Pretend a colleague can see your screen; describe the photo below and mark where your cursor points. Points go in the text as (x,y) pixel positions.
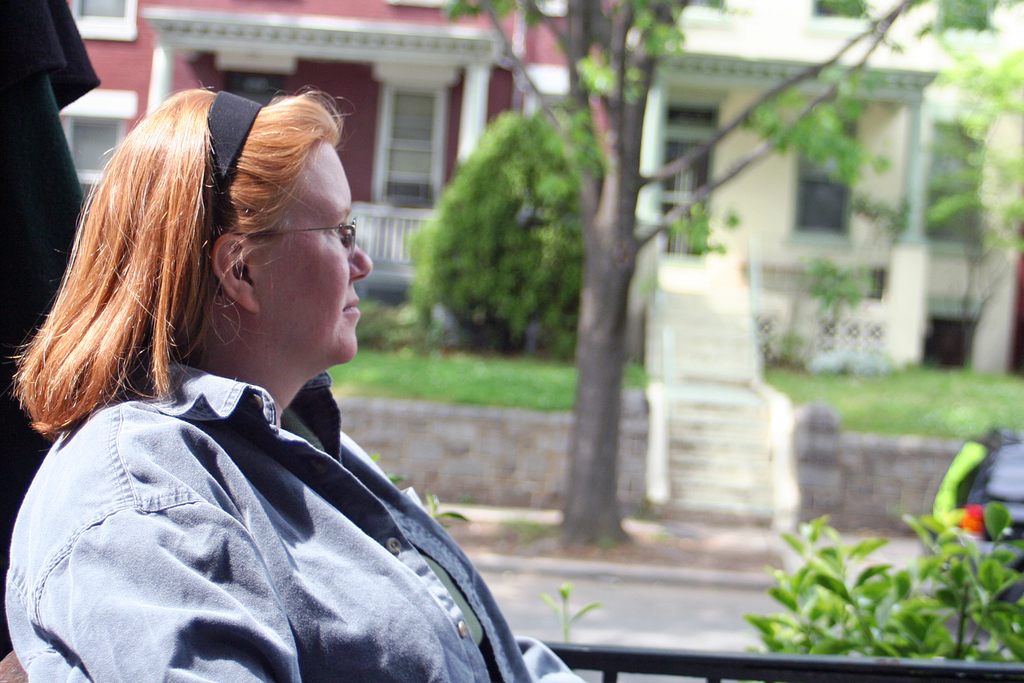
In the picture I can see a woman (324,451) wearing shirt (186,589) and spectacles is here. The background of the image (941,205) is blurred, where we can see a car (979,491) on the road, we can see trees (544,154) and houses (678,192).
